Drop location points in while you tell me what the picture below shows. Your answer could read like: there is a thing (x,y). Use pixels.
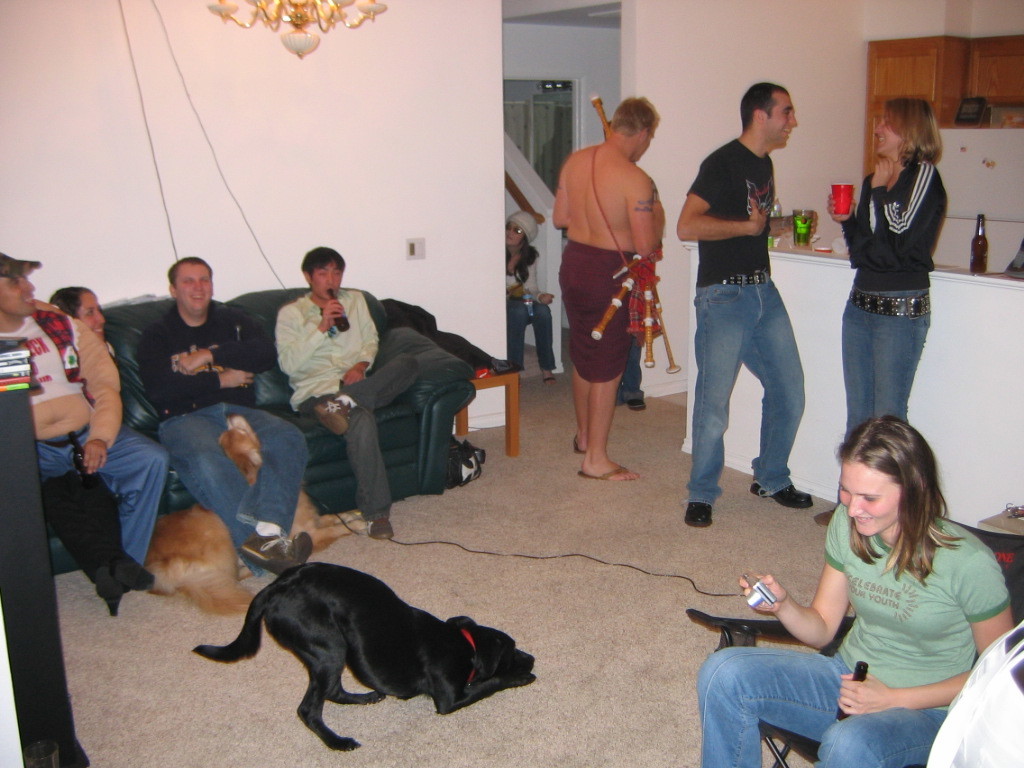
This picture shows few people (208,316) seated on the sofa (412,408) and few people (837,219) are standing holding glasses (846,206) in their hand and we see a woman (900,637) seated and holding a camera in her hand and we see a dog (198,587) laying on the floor (537,576).
